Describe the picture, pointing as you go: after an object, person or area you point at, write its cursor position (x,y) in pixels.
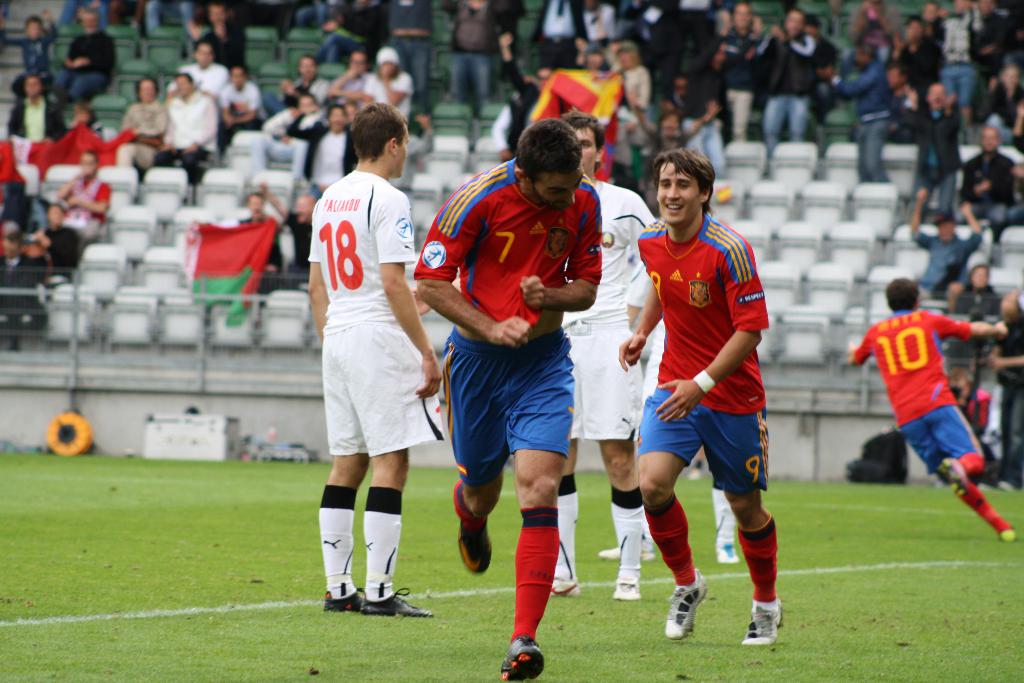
In this image there are group of players (538,351) on the ground (776,507), there is grass (206,548) towards the bottom of the image (815,540), there are objects (63,446) on the grass (212,595), there are chairs (135,223), there are group of audience (954,241), there are persons (263,204) holding a flag (255,232).
